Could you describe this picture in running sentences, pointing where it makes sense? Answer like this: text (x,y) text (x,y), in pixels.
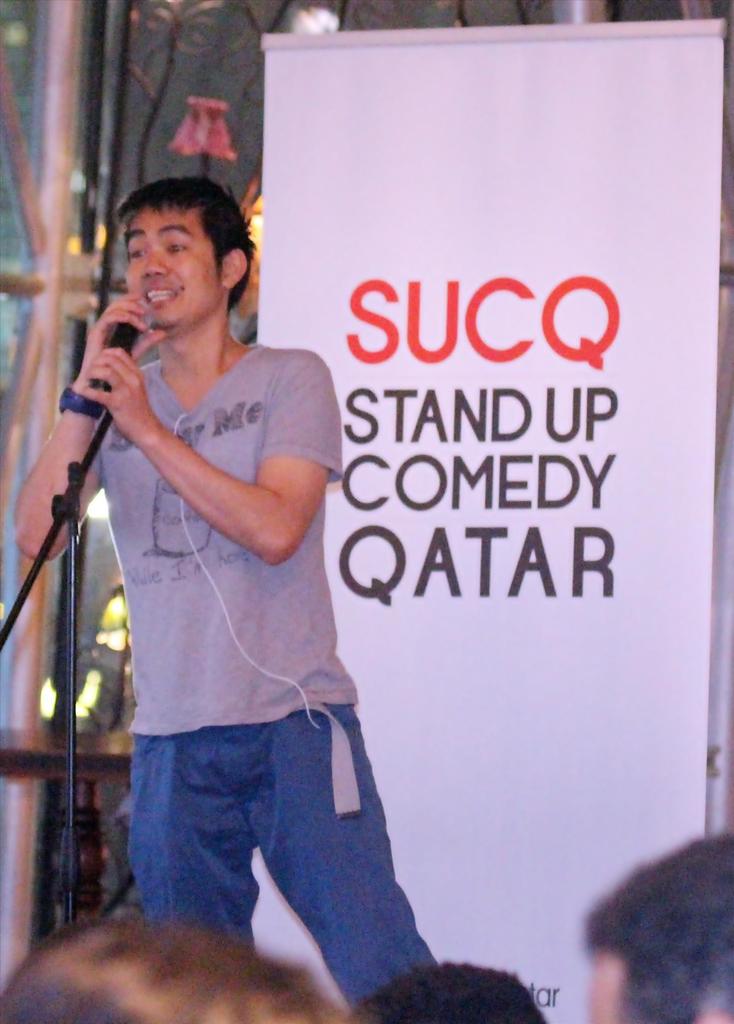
In this picture we can see a man (329,398) who is speaking on the mike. On the background (412,291) there is a banner (457,313). Here we can see some persons (118,962). And there is a light (106,501).
